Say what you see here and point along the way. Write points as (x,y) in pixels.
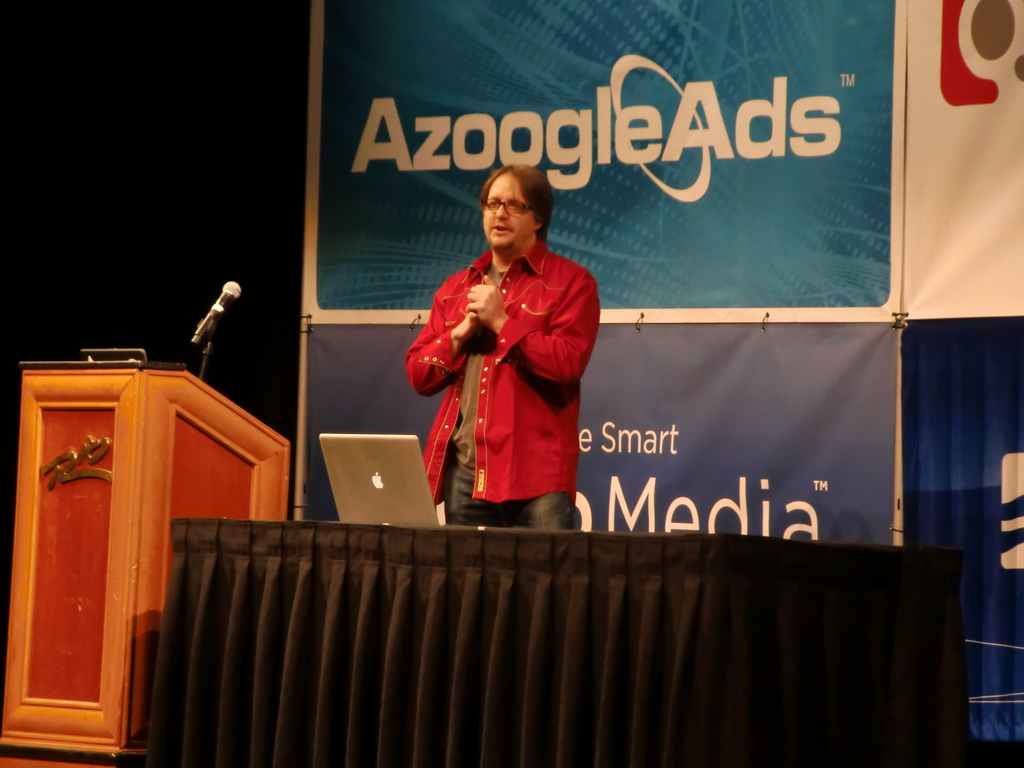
In this image I can see a person (497,525) standing. In front of him there is a laptop (395,479) on a table (390,565) and to the left of the image (88,454) there is a podium (143,415) with a mic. Behind the person (531,259) there are some banners (760,318) with text (605,439) on it.
